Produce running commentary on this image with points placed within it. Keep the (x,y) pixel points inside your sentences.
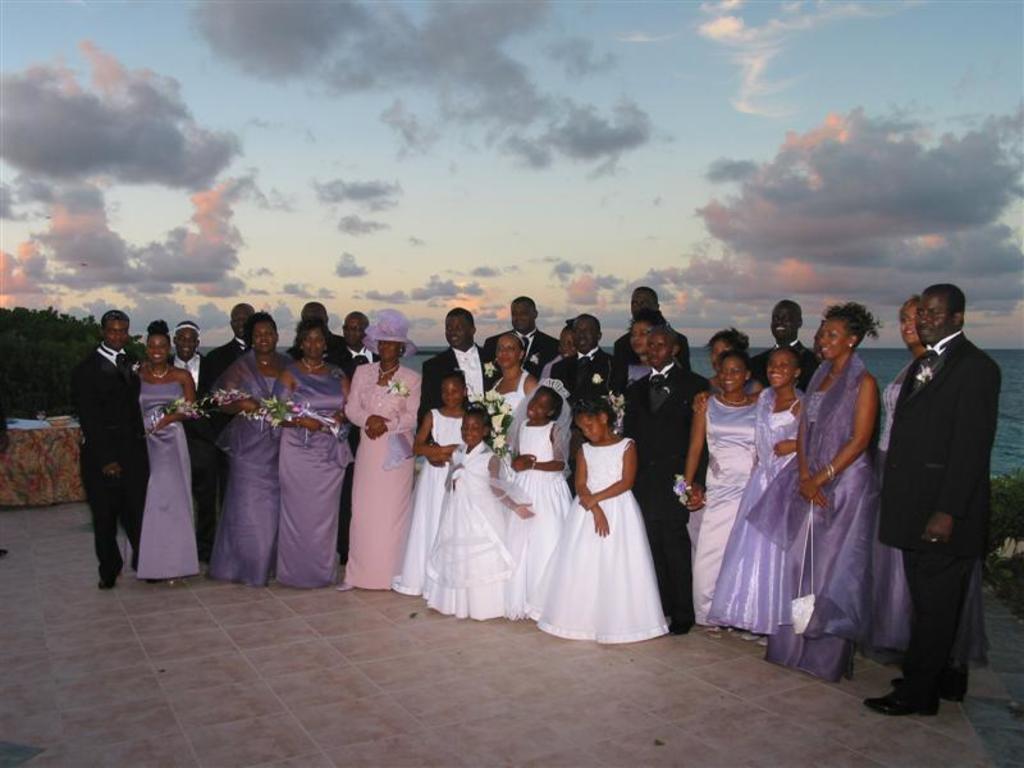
In this picture I can see few people (469,510) standing and looks like a table (35,447) on the left side (41,435) and I can see trees (42,321), water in the back (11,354) and a blue cloudy sky (757,327).
